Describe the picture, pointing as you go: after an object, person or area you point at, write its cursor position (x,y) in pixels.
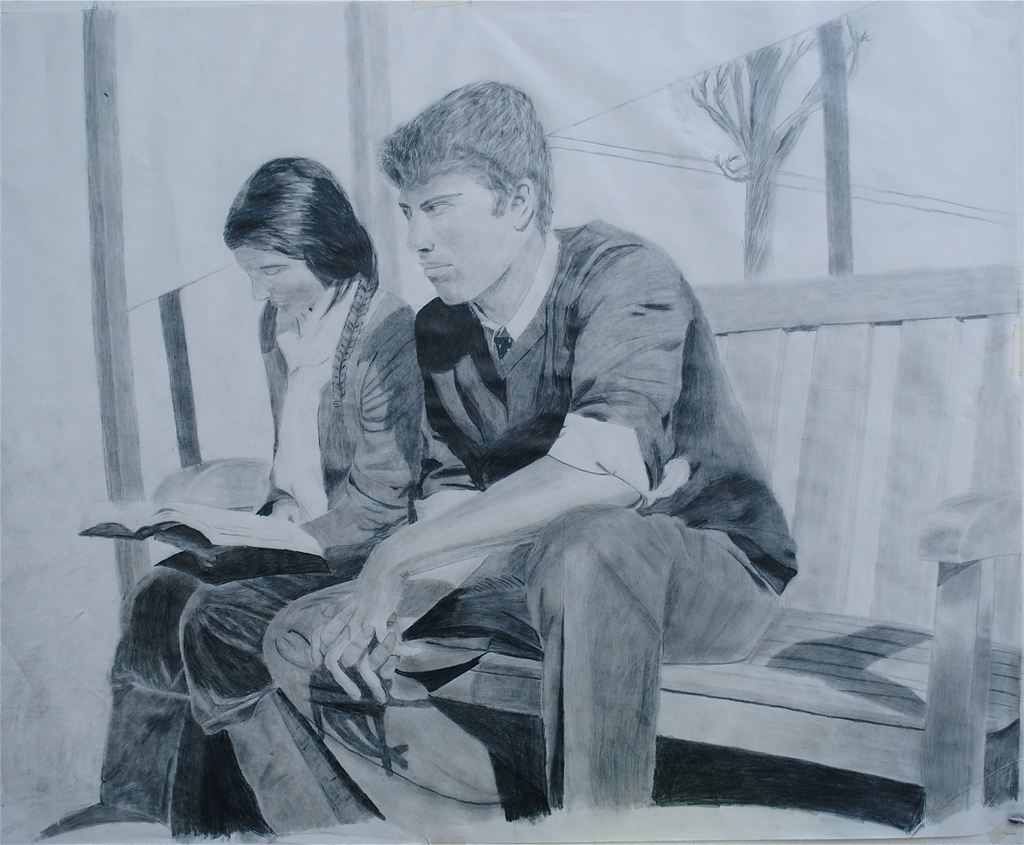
This image is a sketch. In the middle of the image (550,343) a man (421,345) and a woman (385,414) are sitting on the bench (663,706). A woman (196,580) is reading a book (252,542). This sketch is done on the paper (605,379) with a pencil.
